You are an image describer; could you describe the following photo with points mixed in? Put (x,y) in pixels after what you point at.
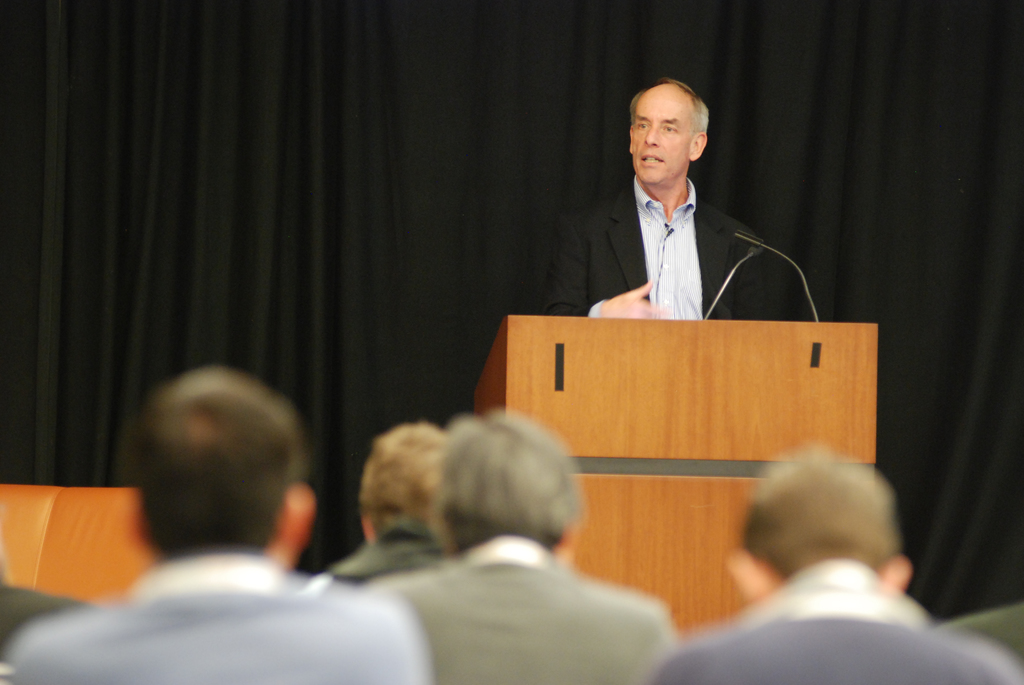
In this image we can see a group of people (526,584) sitting towards a podium (613,575). A man (677,211) is addressing a gathering (601,606). There is a black curtain (797,212) in the image.
